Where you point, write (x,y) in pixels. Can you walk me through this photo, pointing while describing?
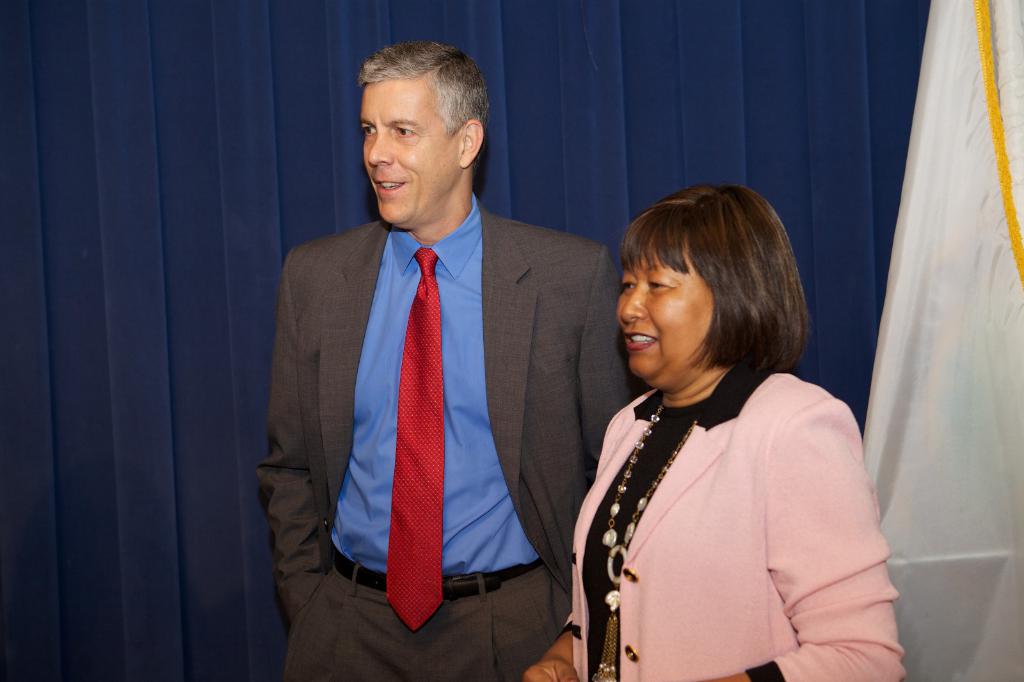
In this image there are two people (576,462) standing with a smile on their face (681,352). In the background (515,94) there is like a curtain (755,102) and a flag (955,223).
